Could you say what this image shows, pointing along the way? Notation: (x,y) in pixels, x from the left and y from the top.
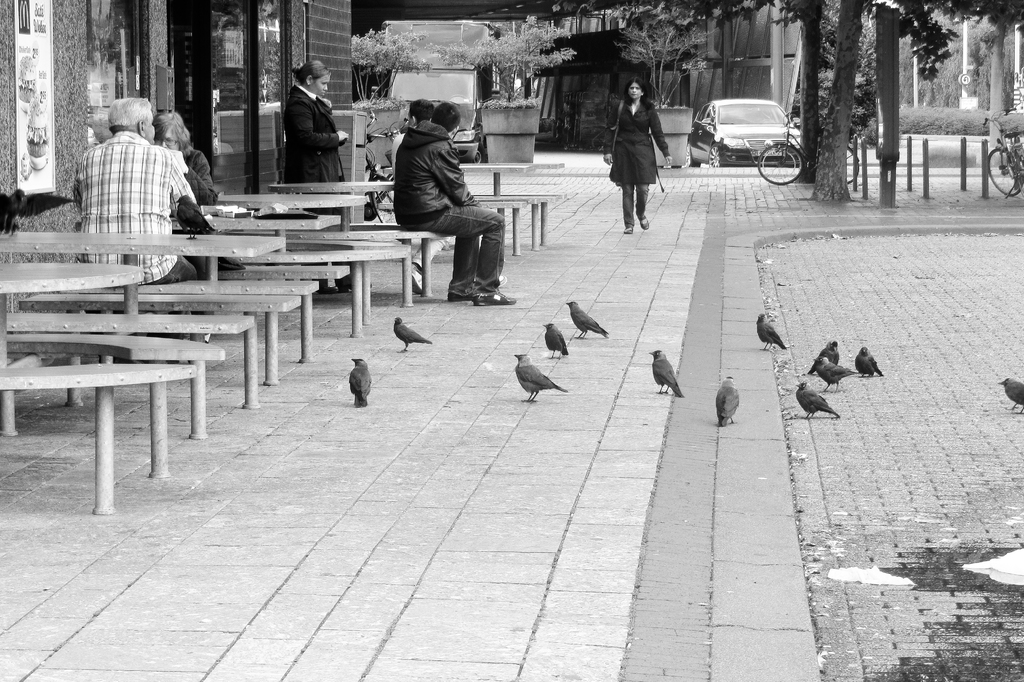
This is a black and white image. In this image we can see some people (474,297) sitting on the benches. We can also see the tables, some people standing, some vehicles (777,157), birds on the ground (622,395), plants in the pots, trees (840,85), poles (905,157) and a building (283,115).
